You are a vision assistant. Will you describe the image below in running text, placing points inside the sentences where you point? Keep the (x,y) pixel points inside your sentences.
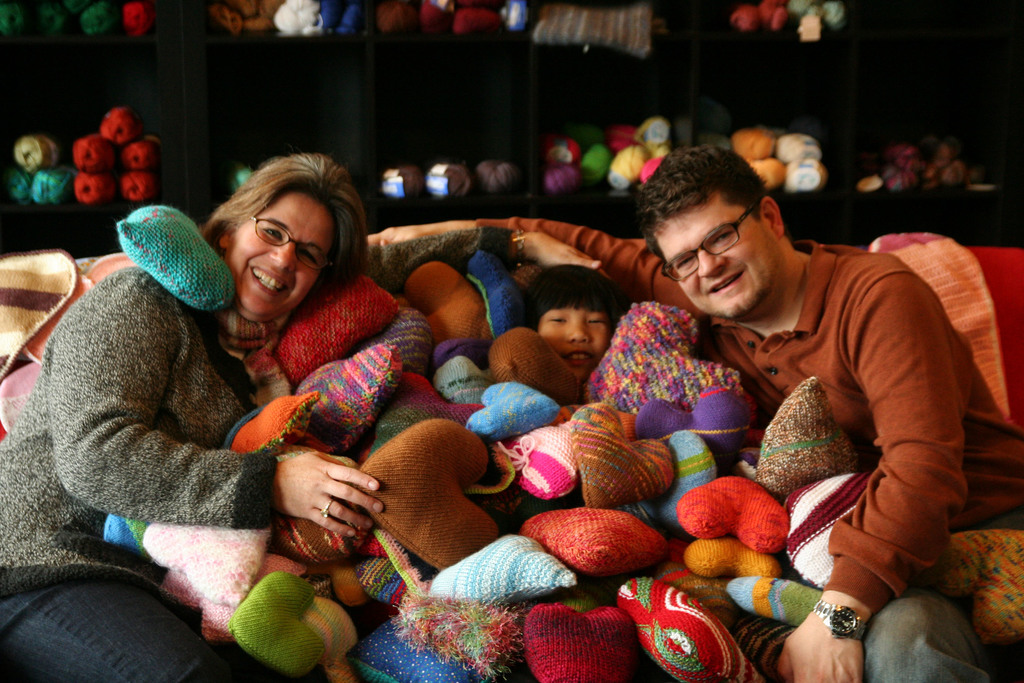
In this image there are three people (904,368) sitting on the sofa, above the middle person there are so many small pillows (678,478), behind them there is a rack (300,107) stored with woolen yarn (565,176).
